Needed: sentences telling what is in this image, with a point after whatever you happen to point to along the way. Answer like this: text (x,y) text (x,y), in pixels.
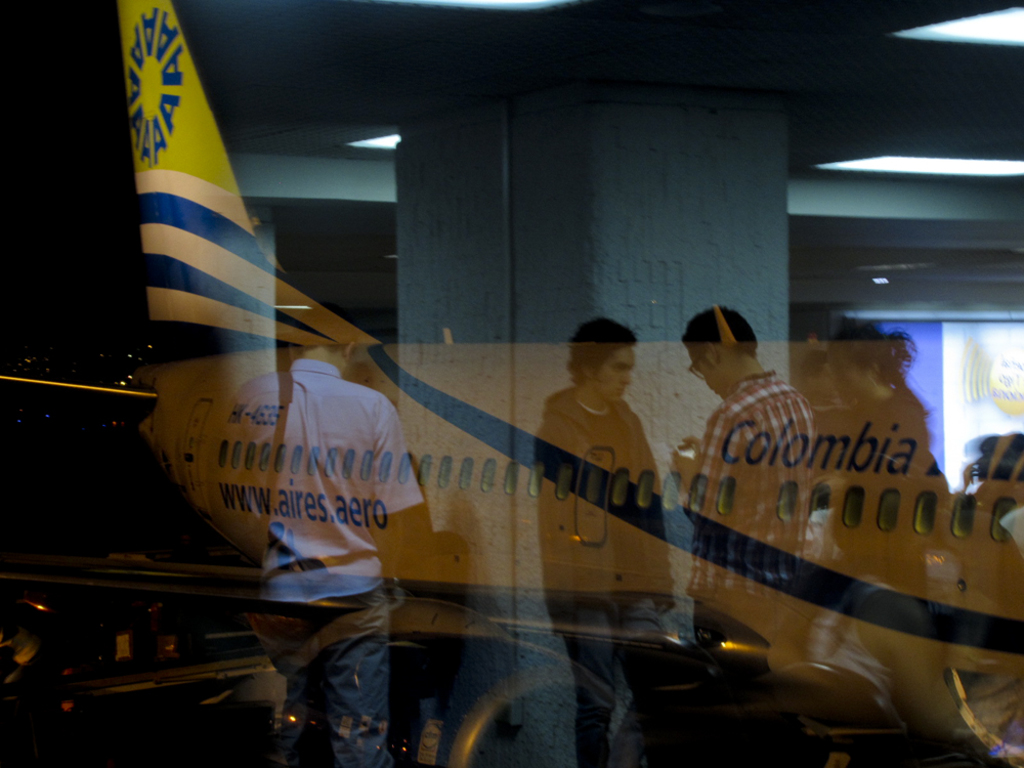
In this image I can see reflection of an aeroplane (504,542) on the glass (504,542). Also there is reflection of people (543,463) and there is a pillar (558,289).
